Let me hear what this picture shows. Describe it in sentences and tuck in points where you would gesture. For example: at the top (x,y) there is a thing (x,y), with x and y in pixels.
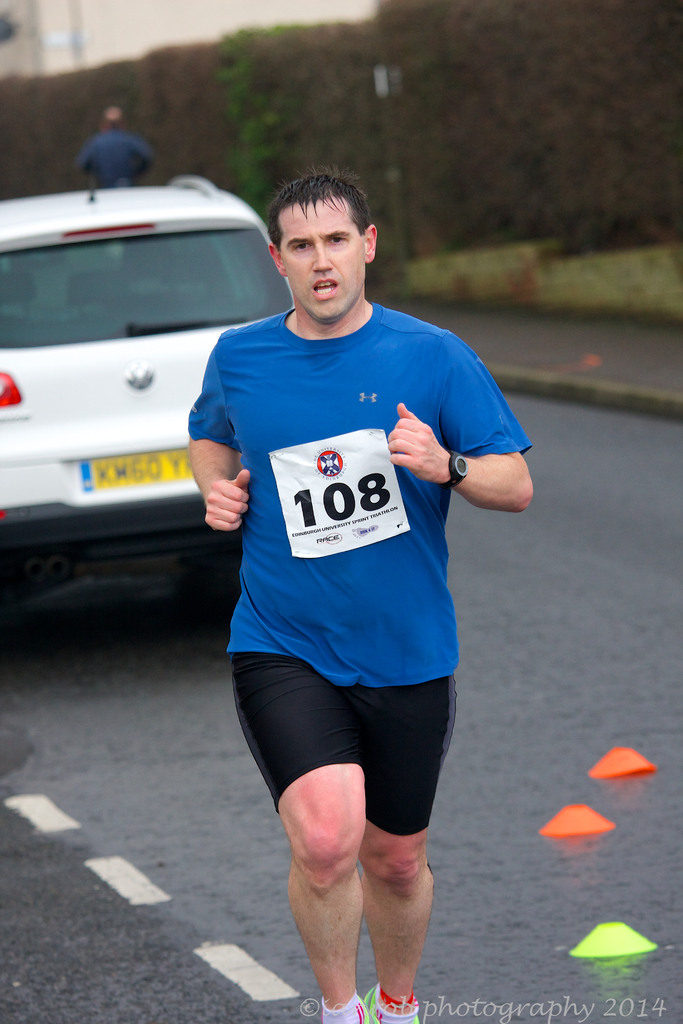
In this image there is a person (284,446) running on the road (172,731), there are a few colorful cones (598,774), a vehicle (14,277) parked, behind that there is another person (125,135) walking on the road (165,739), there is like a wall (485,50) with a plant (239,75). In the background (110,25) there is a building (76,28).
